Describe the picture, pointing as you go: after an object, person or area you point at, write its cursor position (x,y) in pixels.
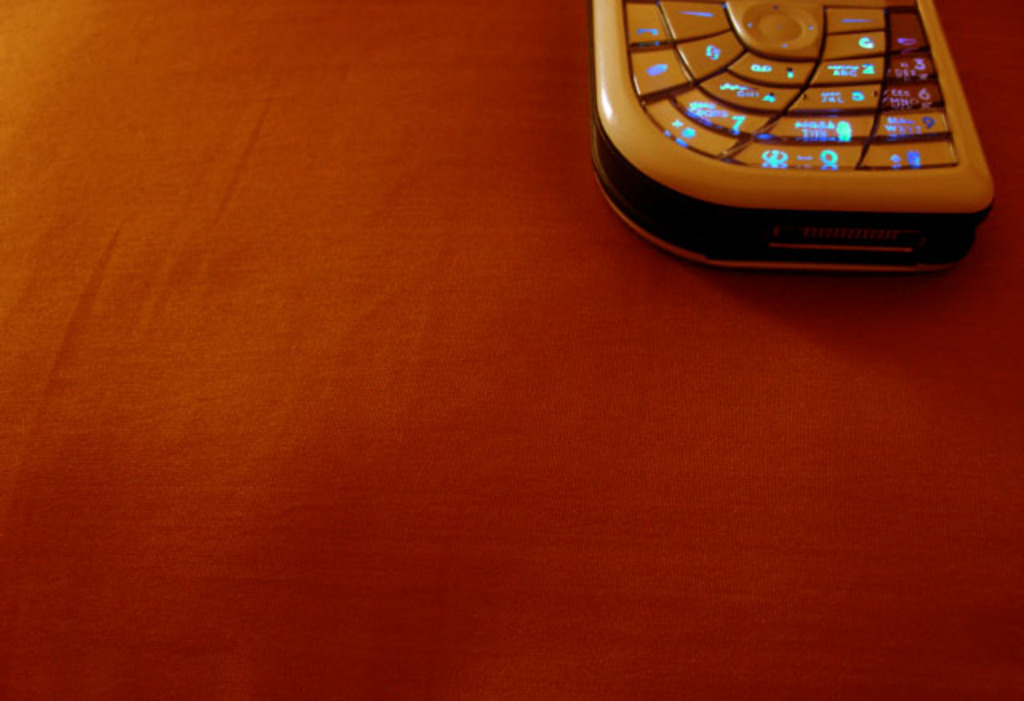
This image consists of a mobile (798,126) is kept on a table (354,309). The table (401,346) is covered with a red cloth (409,326).
